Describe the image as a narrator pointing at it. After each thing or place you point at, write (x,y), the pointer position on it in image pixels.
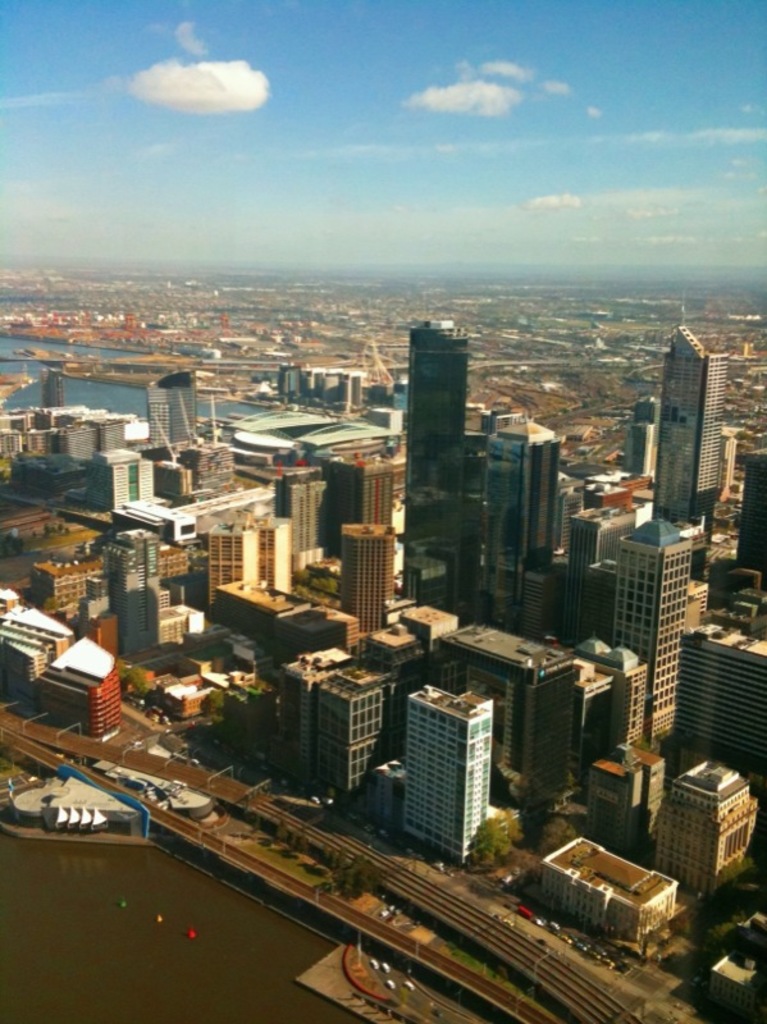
This is a picture of the city (160,702), where there is water (229,913), skyscrapers (360,577), buildings (38,695), roads (506,924), sky (414,223).
